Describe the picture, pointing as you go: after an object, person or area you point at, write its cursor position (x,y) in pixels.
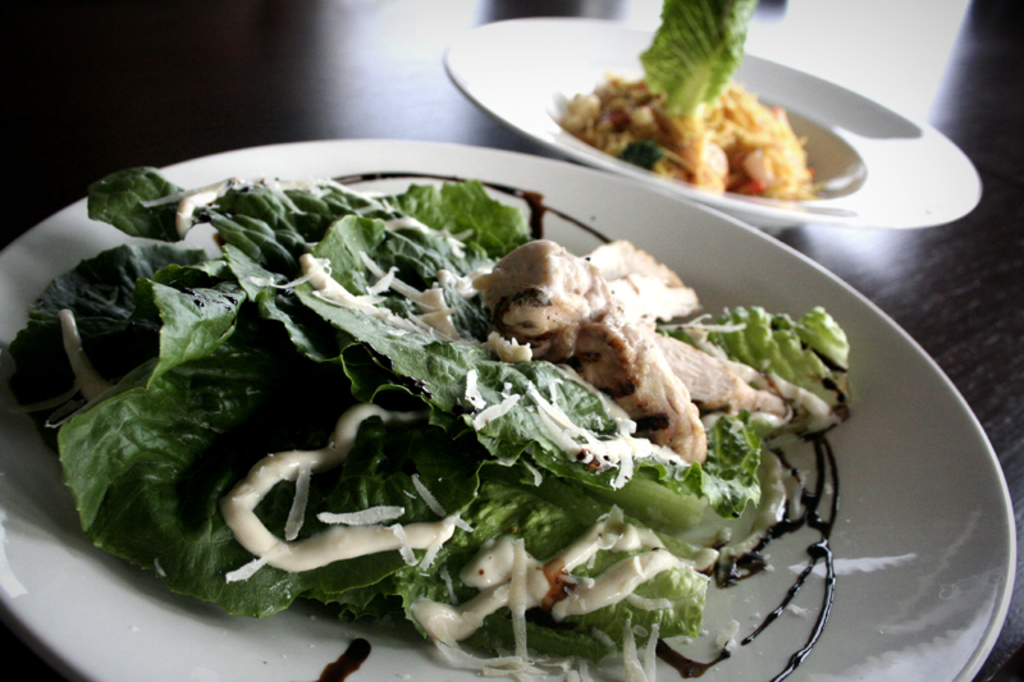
In this image I can see the food items (703,49) in the two white color plates (864,297). Plates (840,185) are on the table (963,321). Food (490,416) is in green, white, cream, brown and yellow color.
